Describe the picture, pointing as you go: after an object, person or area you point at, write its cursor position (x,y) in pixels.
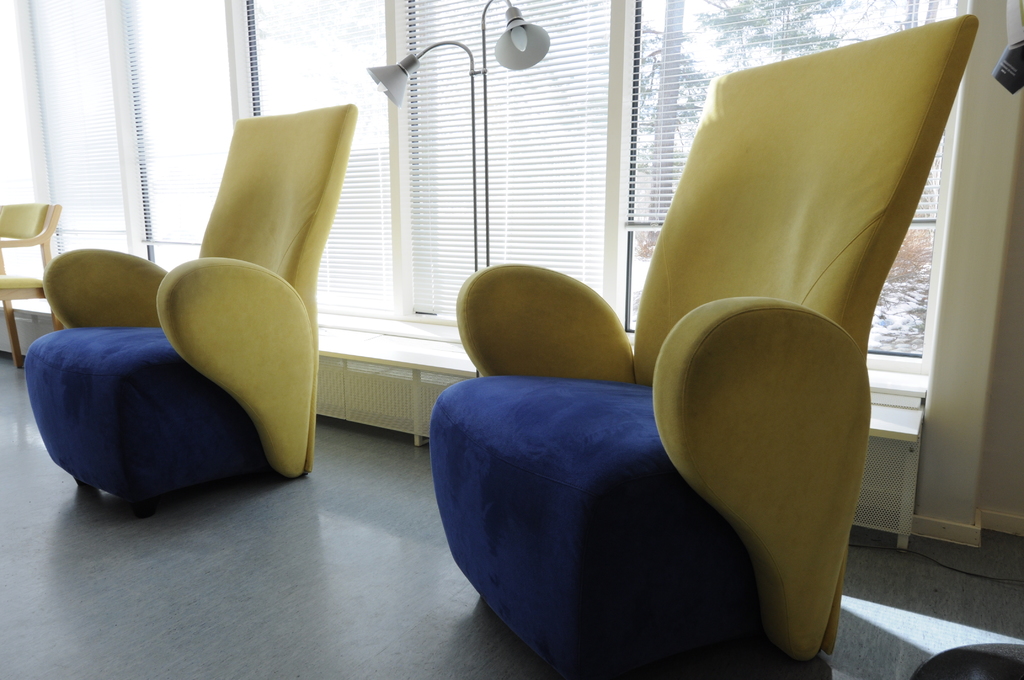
In this image we can see chairs (471,351), lamps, windows (469,202) and behind the windows (558,165) we can see some trees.
